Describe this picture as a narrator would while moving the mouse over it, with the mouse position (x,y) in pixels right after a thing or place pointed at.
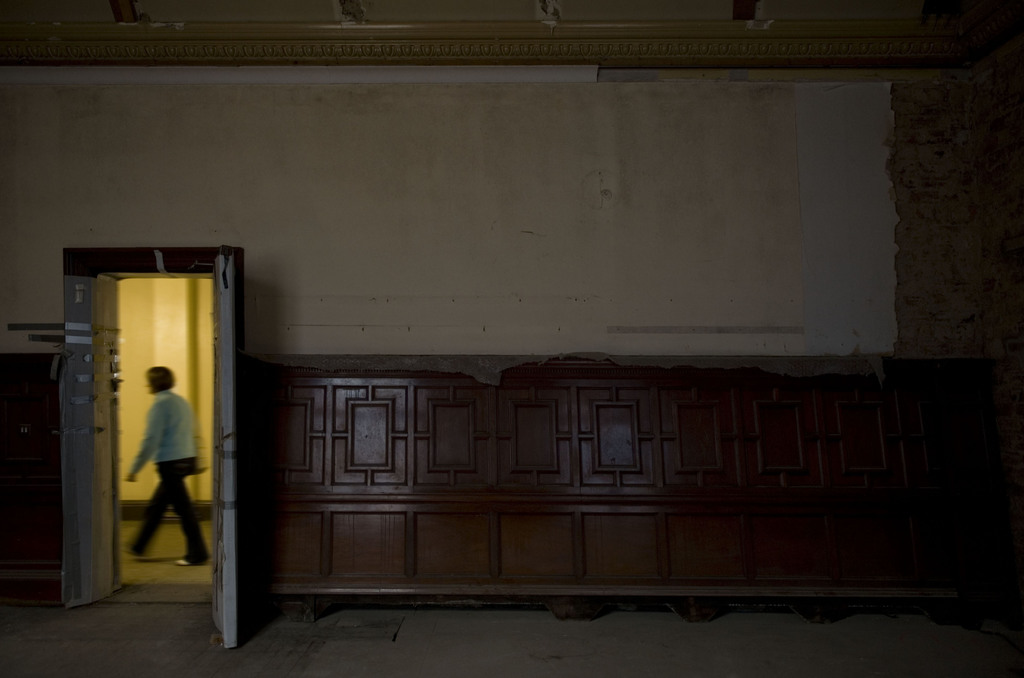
It looks like an inner view of a building (411,202). In this image we can see one person (186,511) walking on the floor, some objects (90,341) attached to the door (83,304), some objects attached at the top of the image (374,25) which looks like a ceiling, one pole (230,512) near the object (157,341) which looks like a wall (202,311), one object (222,471) near the person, two wooden objects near the wall (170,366) on the left (2,425) and right side of the image (913,507).
